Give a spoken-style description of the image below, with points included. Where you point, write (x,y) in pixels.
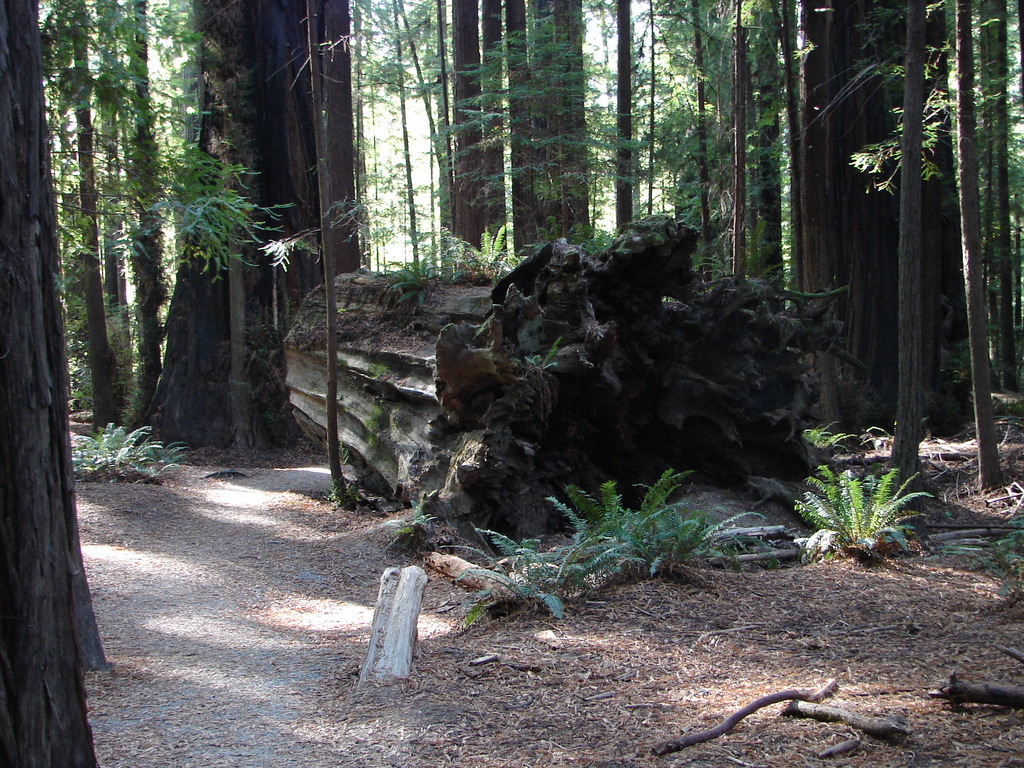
At the bottom of the picture (556,638), we see wooden sticks (485,663), twigs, dried leaves (898,614) and plants (584,514). Beside that, we see a wood (488,426). There are many trees (551,8) in the background (731,254) and this picture might be clicked in the forest (407,508).
